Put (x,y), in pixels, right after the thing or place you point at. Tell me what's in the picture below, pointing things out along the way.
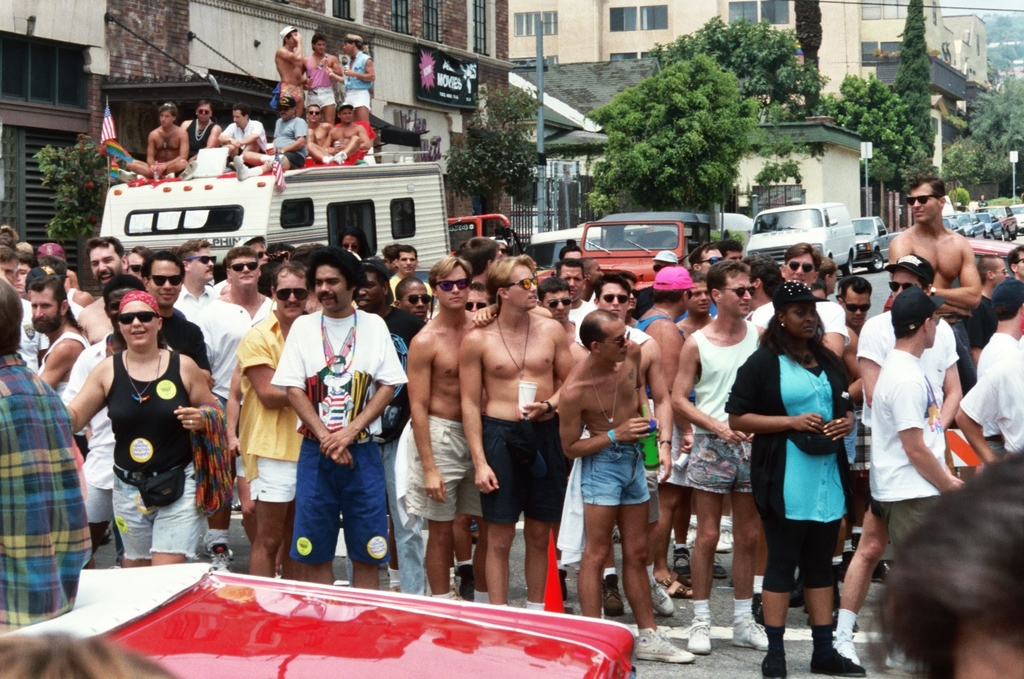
In this image I can see group of people (601,511) standing. In the background (994,207) I can see few vehicles (540,258) and I can also see few people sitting on the vehicle (372,177), trees (677,134) in green color and few buildings (527,30) in brown and cream color.
